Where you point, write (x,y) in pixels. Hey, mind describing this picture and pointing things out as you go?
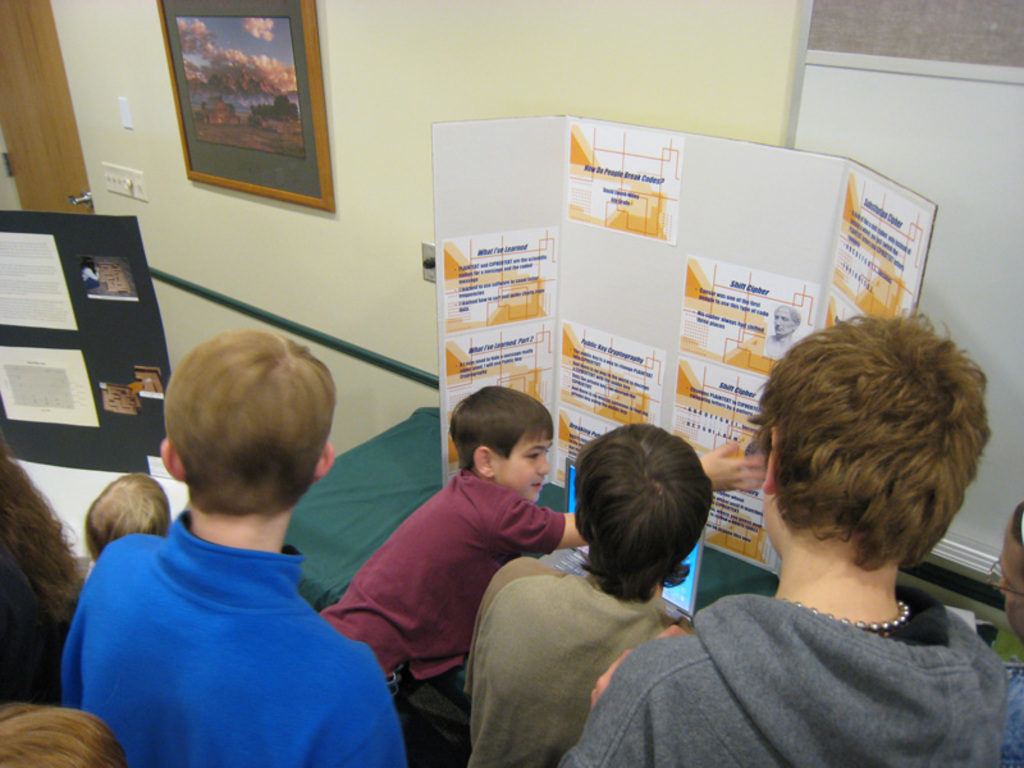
In the picture we can see a some children (508,613) are standing and explaining something which is on the board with some information pamphlets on it and near to it, we can see a laptop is placed on the table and behind the children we can see some boys (810,653) are standing and watching them and in the background (22,162) we can see a wall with doors (30,149), switch board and some photo frame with some painting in it.
